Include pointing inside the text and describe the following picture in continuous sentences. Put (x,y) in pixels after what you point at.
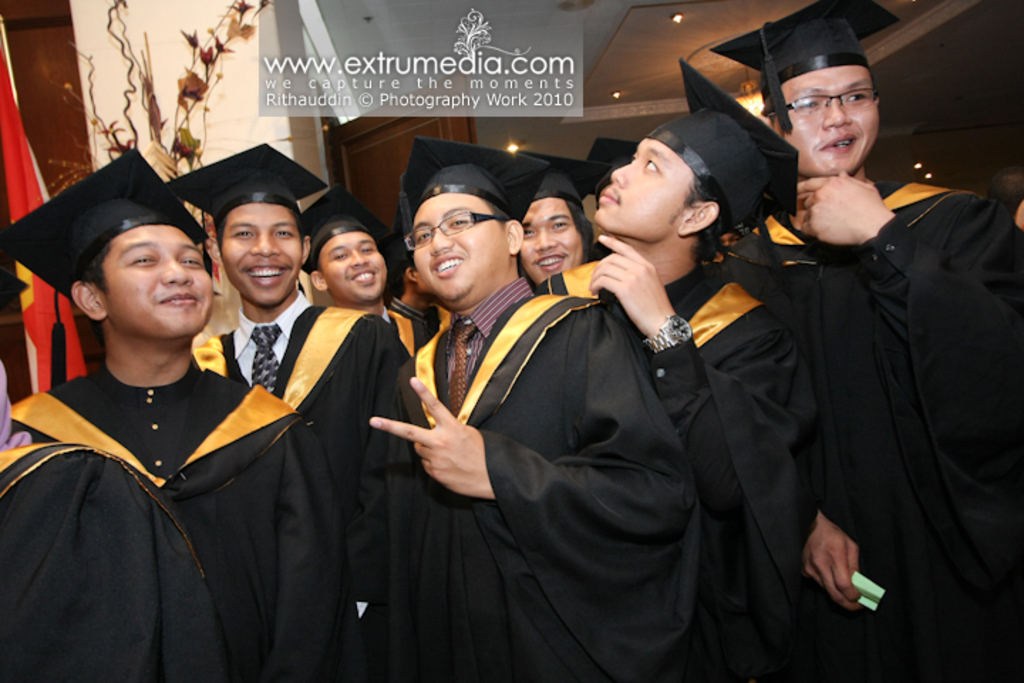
In this image there are people (497,425) standing wearing graduation dress (412,502), at the top (340,82) there is some text (321,66).
